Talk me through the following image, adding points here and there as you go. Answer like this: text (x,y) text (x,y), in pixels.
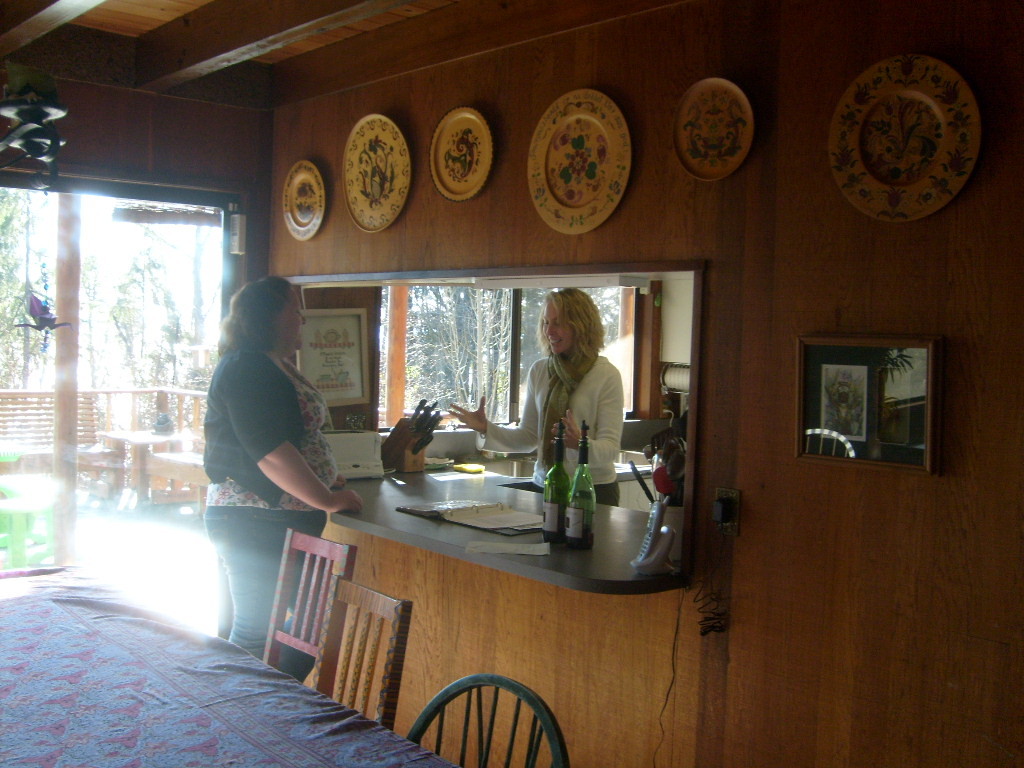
In this Image I see 2 women (270,523) who are standing and I see chairs (342,552) and a table (238,671) over here, On the counter top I see 2 bottles (561,436), a mobile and other things (665,490) and I see plates (912,64) and a frame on the wall (992,97). In the background (596,298) I see the trees (2,279).
